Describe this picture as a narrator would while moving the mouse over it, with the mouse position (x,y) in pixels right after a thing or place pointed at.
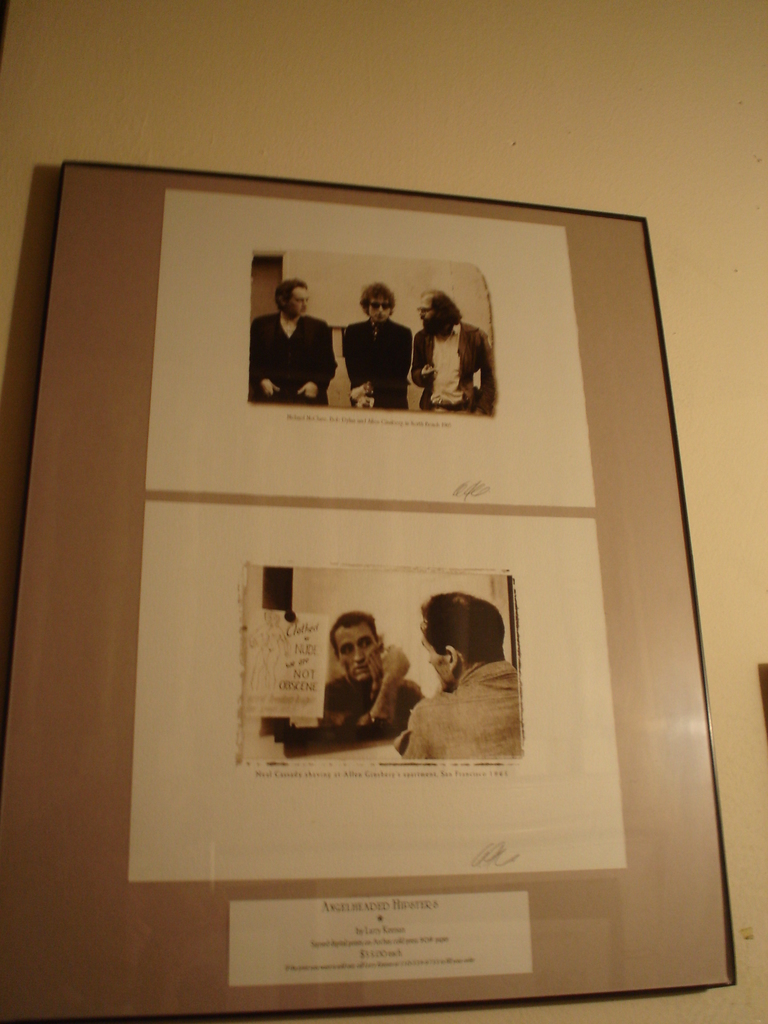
In this picture we can see a frame (58,896) on the wall (708,143). There are few people (380,699) in this frame (100,863).
